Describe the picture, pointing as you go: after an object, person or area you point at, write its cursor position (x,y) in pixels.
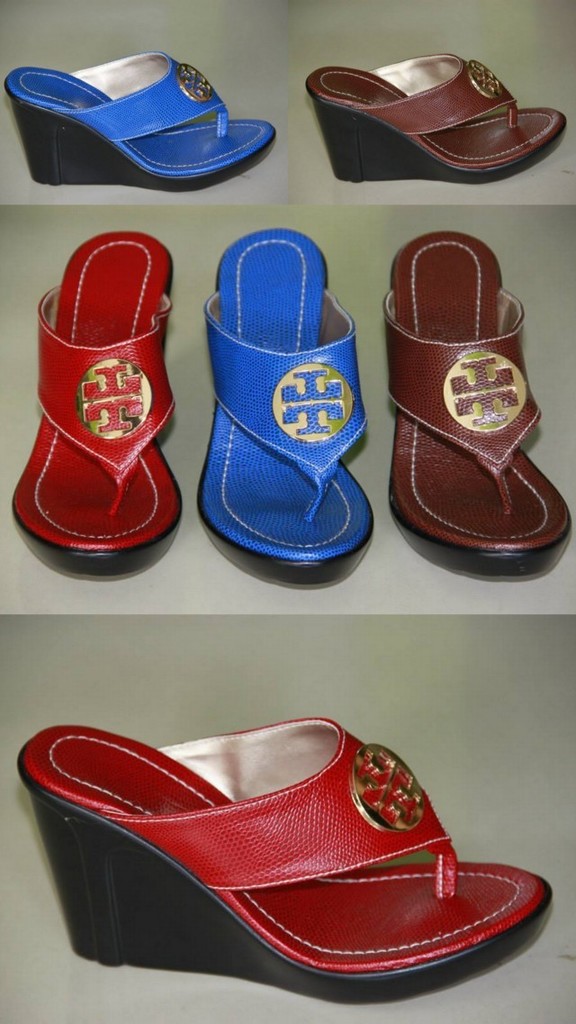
In this picture we can see footwear (279,407).
